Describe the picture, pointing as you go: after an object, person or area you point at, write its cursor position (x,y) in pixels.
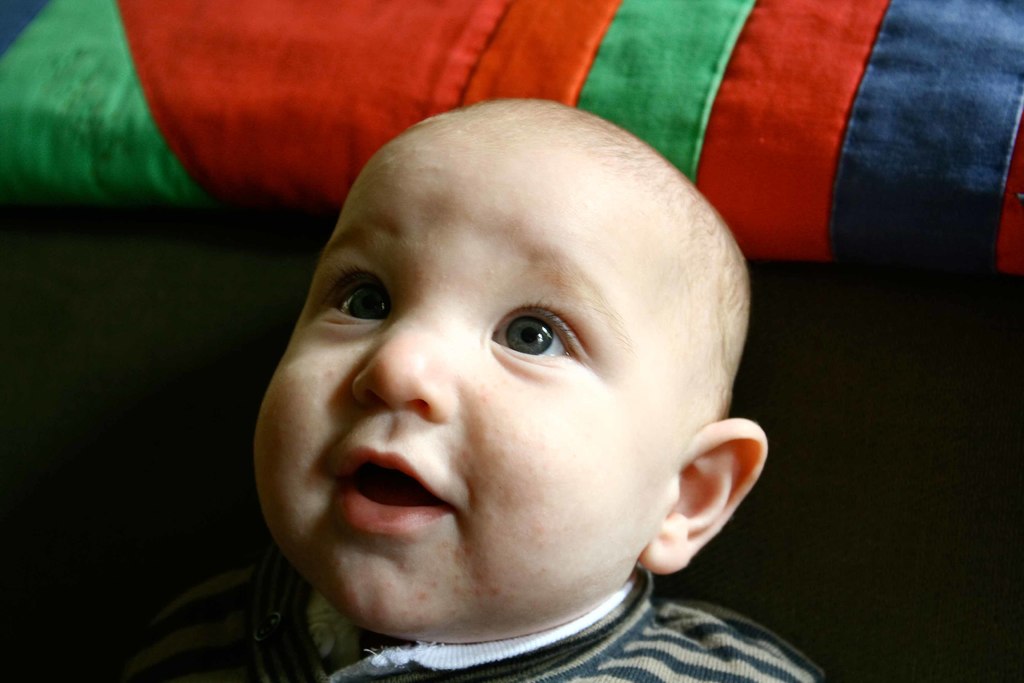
In this image we can see the baby boy (615,320) smiling. We can also see the pillow (583,33) at the top (665,26).
